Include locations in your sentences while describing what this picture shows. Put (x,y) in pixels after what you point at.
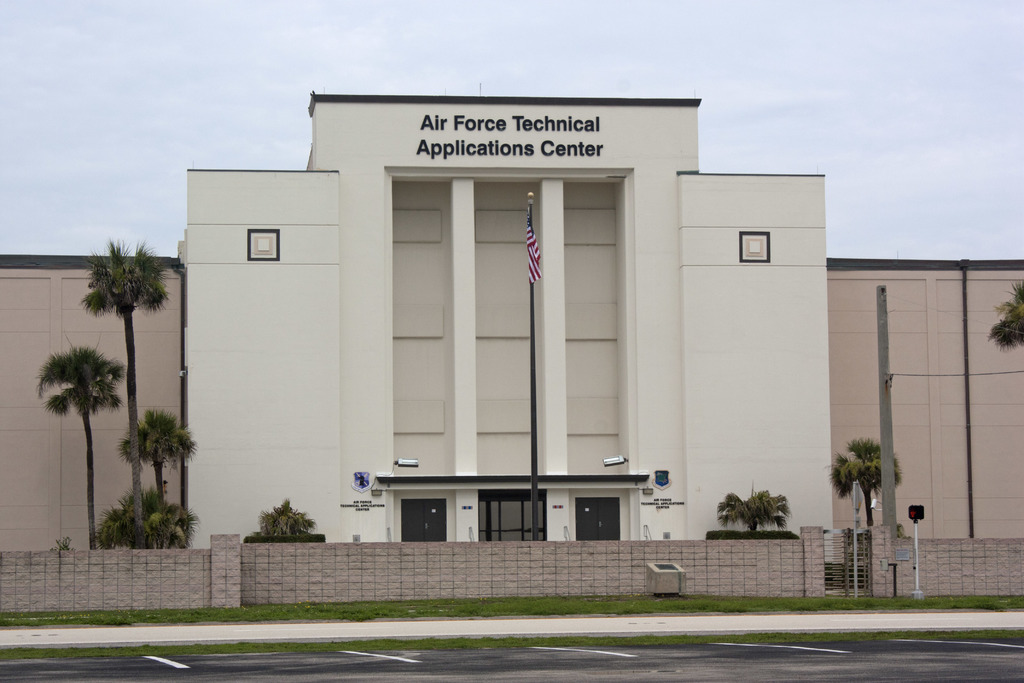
In this image we can see a building (404,154). On the building (465,142) we can see some text (549,150). In front of the building (230,493) we can see the trees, a flag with pole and a wall (218,546). At the bottom (287,623) we can see the grass (542,640) and the road (623,665). At the top (665,45) we can see the sky (850,26).
